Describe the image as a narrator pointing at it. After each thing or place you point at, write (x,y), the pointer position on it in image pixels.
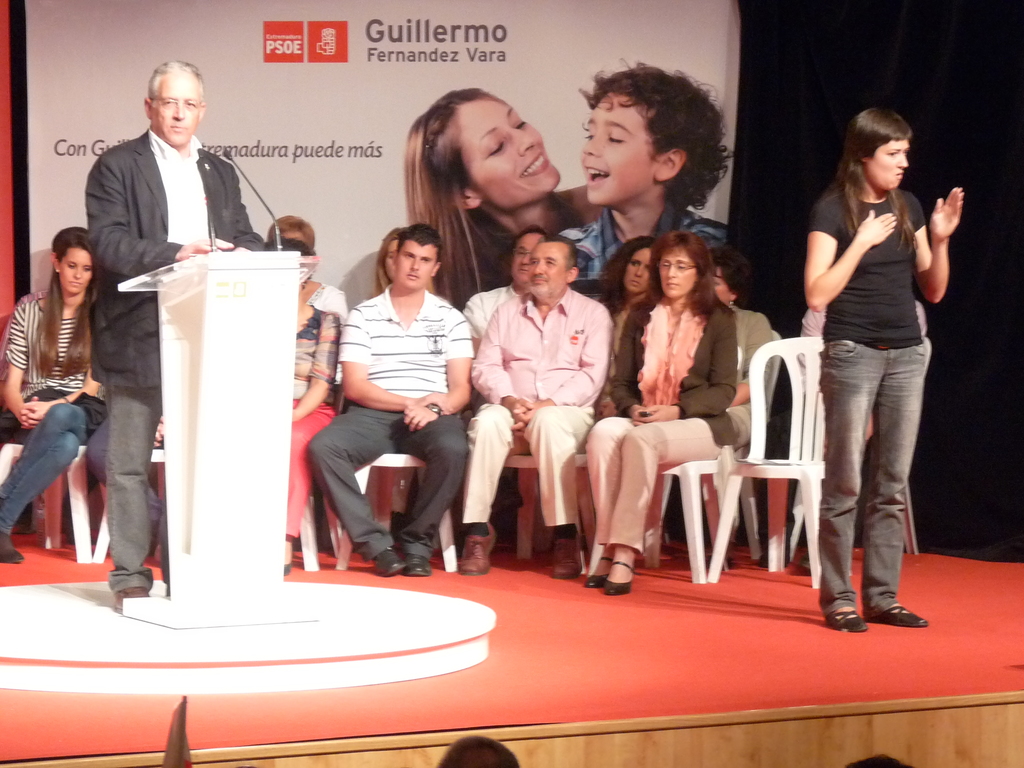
In the image we can see there are people (543,506) sitting and two of them are standing, wearing clothes (16,355) and some of them are wearing shoes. There are many chairs (658,537) and a podium (208,411). Here we can see microphones (208,197) and the poster (350,123), on the poster (471,97) we can see text (407,52) and picture (559,185) of a woman (543,170) and a child (624,158).
